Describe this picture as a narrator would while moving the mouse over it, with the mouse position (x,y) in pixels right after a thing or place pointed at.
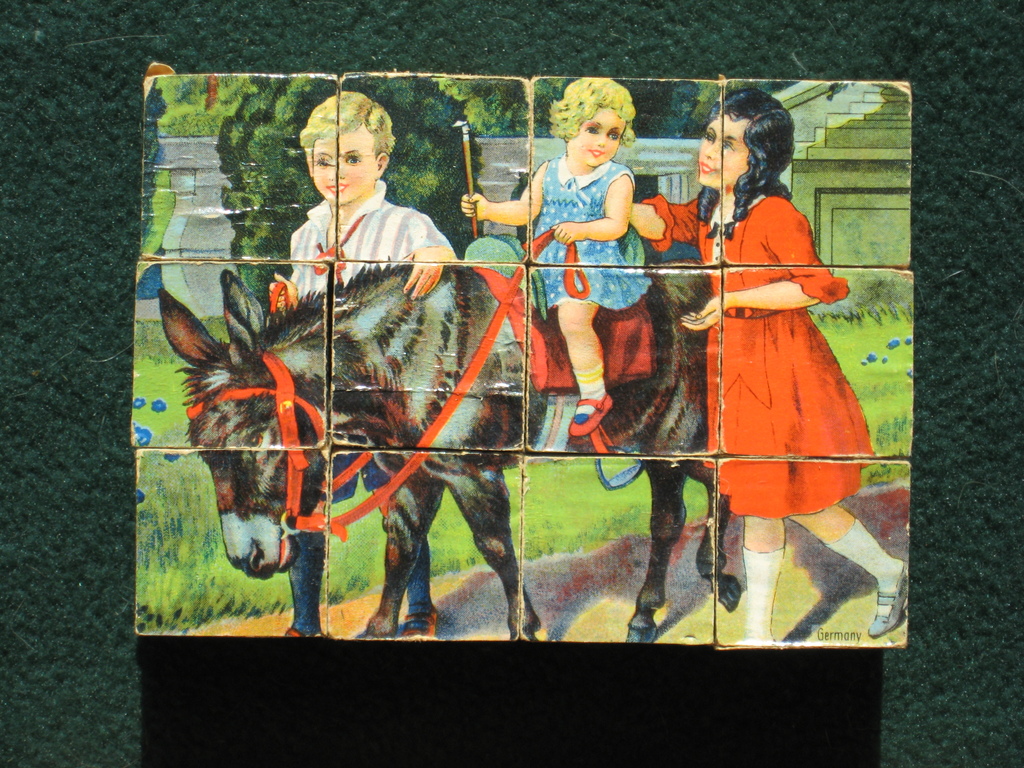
In this picture I can see a puzzle (589,132) on the green color thing (1013,178) and in the puzzle (530,238) I can see a boy (389,219) and a girl (733,262) standing. I can also see a child (586,170) sitting on an animal (502,324). In the background of the puzzle (406,323), I can see the grass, few flowers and few trees (410,150).
